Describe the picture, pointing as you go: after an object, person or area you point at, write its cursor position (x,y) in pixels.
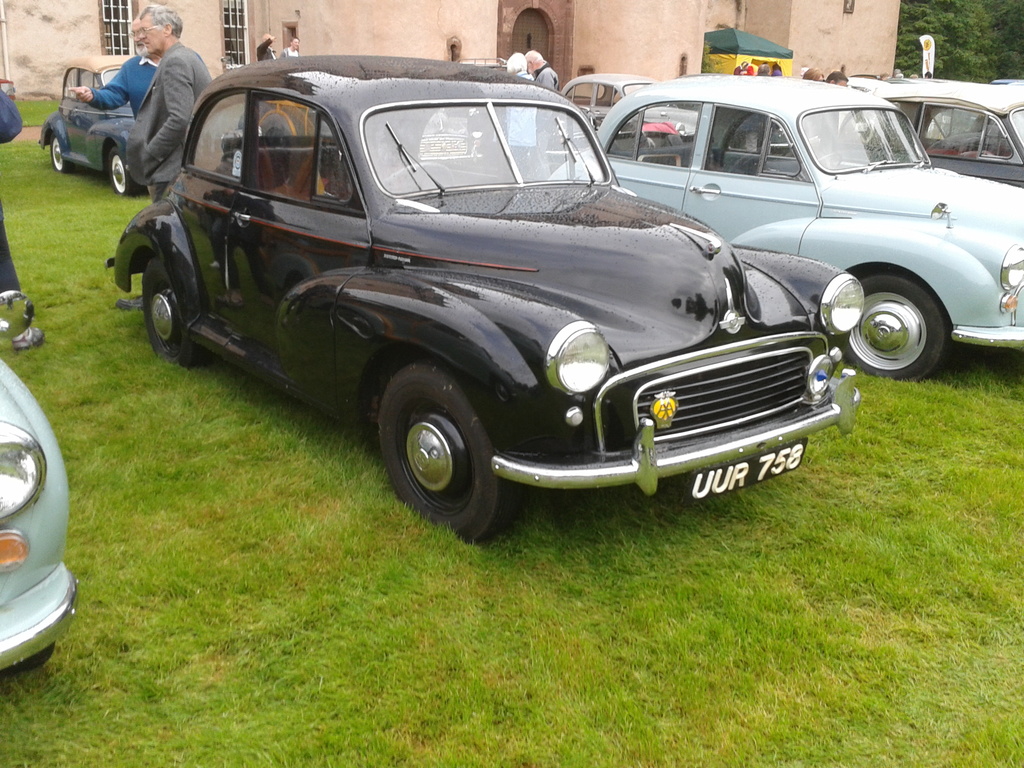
In this image I can see few vehicles (858,204) parking, at back (167,39) I can see few persons (180,30) standing and some are walking, building (323,21) in cream color, at right (973,39) I can see trees (967,36) in green color.
